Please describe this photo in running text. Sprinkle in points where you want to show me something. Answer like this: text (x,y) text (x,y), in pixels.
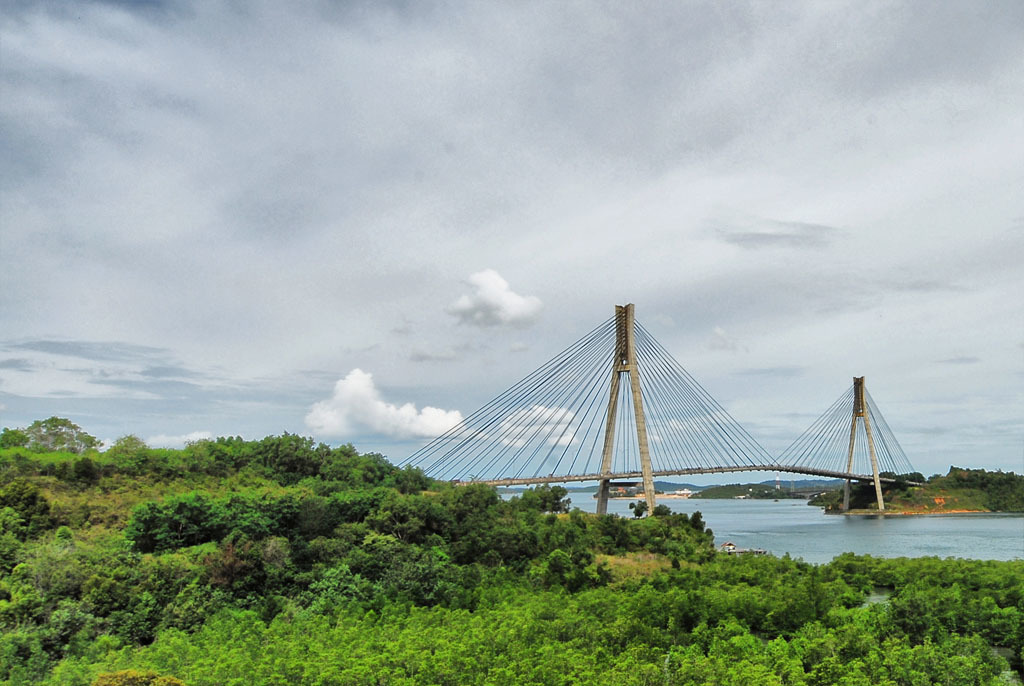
In the picture we can see group of plants (637,685) and near it, we can see water (504,498) with a bridge (618,325) from one corner to another hill (884,494) and in the background (771,498) also we can see some hills (1009,510) and sky (407,367) with clouds (372,389).
